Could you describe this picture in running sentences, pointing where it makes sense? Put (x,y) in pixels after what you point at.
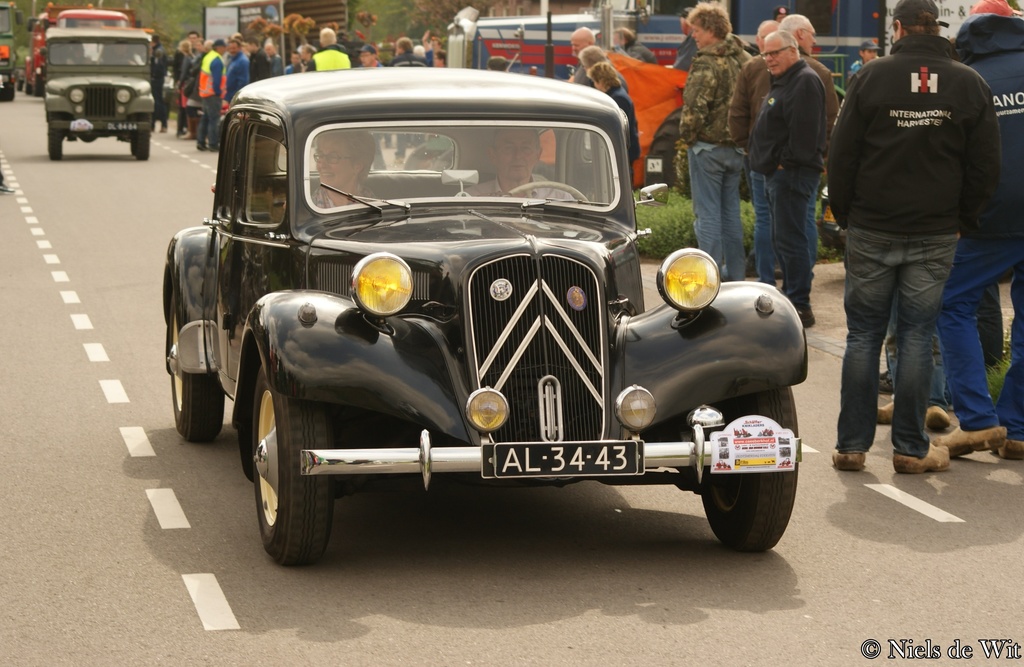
In this picture there are several cars (492,374) on the road (160,141) and on the either side of the road (167,162), there are spectators (257,61) viewing them.
